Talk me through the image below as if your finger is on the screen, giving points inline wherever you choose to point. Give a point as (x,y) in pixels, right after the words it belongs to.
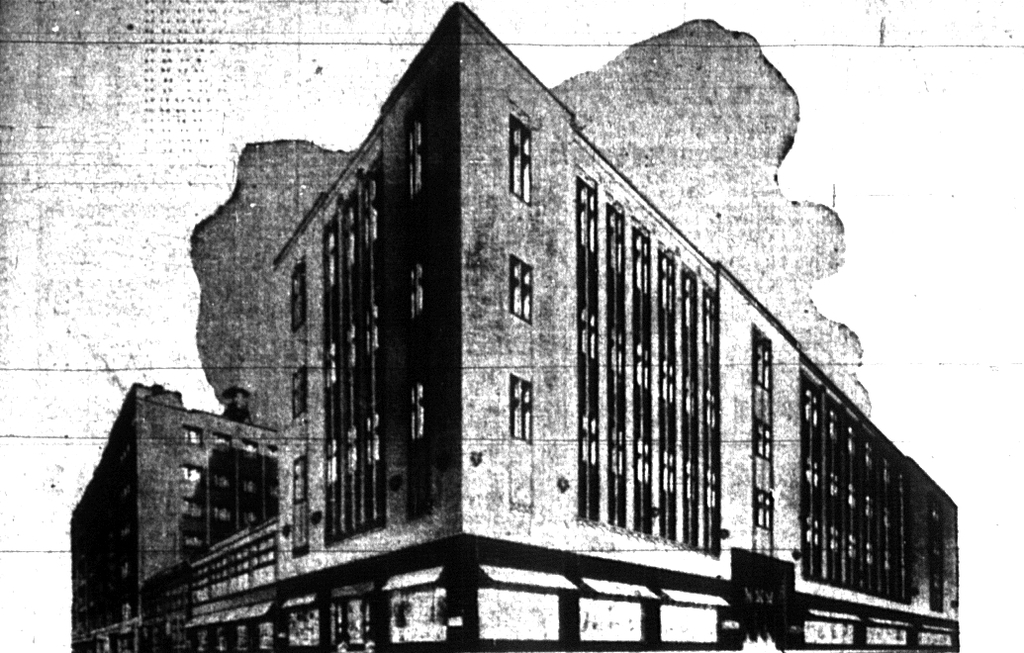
This is an edited image and there is a building (547,428).
